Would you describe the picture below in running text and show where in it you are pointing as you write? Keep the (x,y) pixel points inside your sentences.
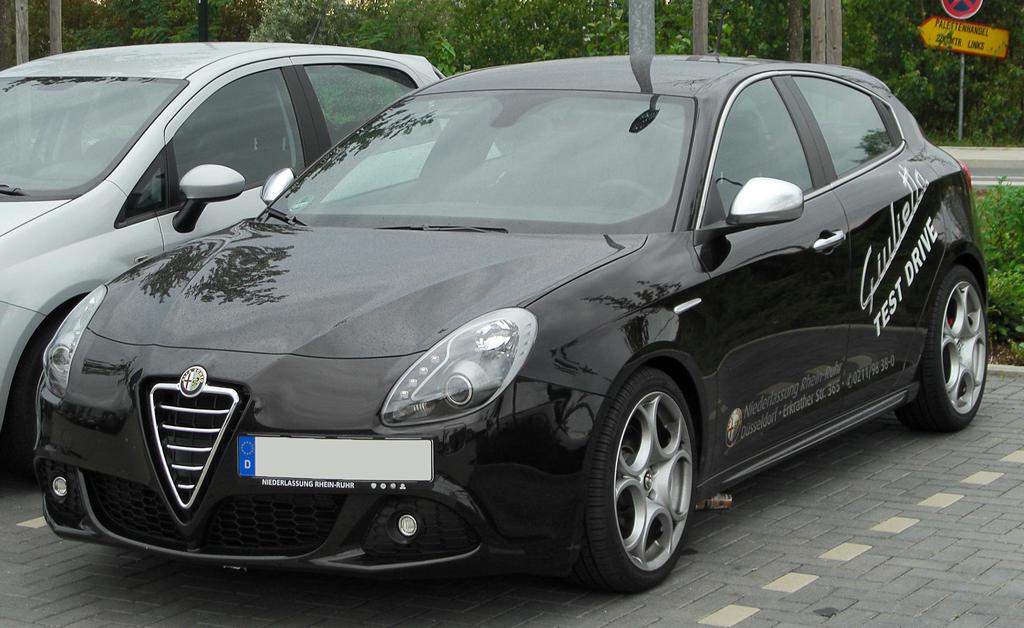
In this picture we can observe two cars (363,275) parked. There is a black color car (293,308) and a grey color car (148,215). In the background (960,122) there are trees (433,32) and poles (18,26). On the right side (954,29) we can observe boards (965,45) fixed to this pole (961,102).
